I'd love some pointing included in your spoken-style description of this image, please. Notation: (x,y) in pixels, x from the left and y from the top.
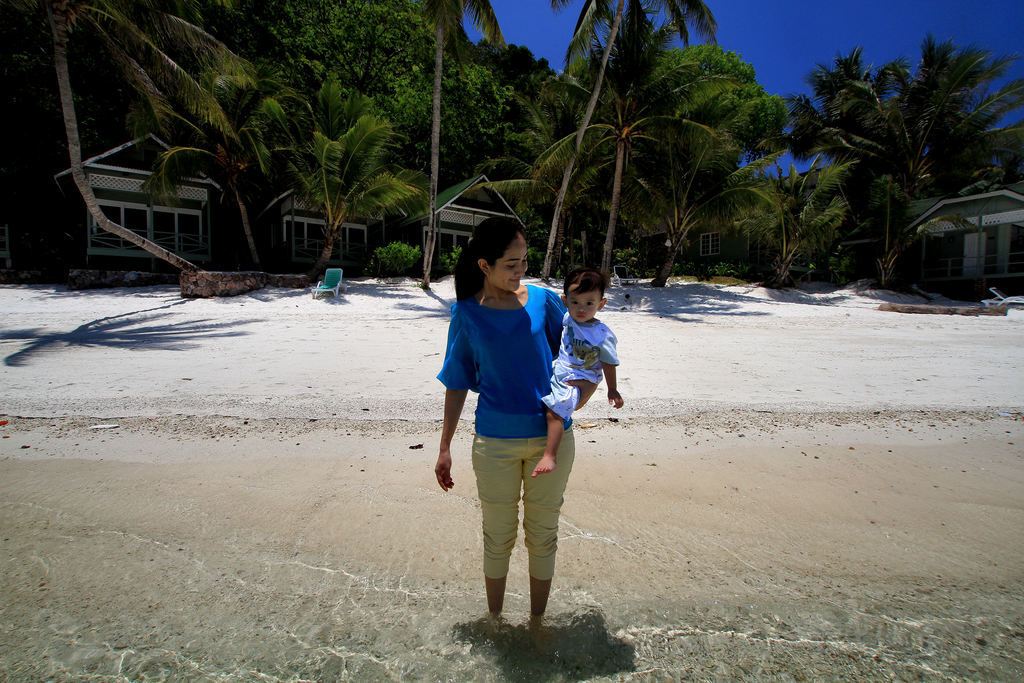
The image is taken in a beach (587,470). In the foreground of the picture (615,623) there are water (378,602), woman (452,373), kid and sand (391,428). In the background (332,189) there are trees (576,177), houses (462,212), beach chairs (337,291) and sand (875,312). At the top (721,27) it is sky (749,57).
